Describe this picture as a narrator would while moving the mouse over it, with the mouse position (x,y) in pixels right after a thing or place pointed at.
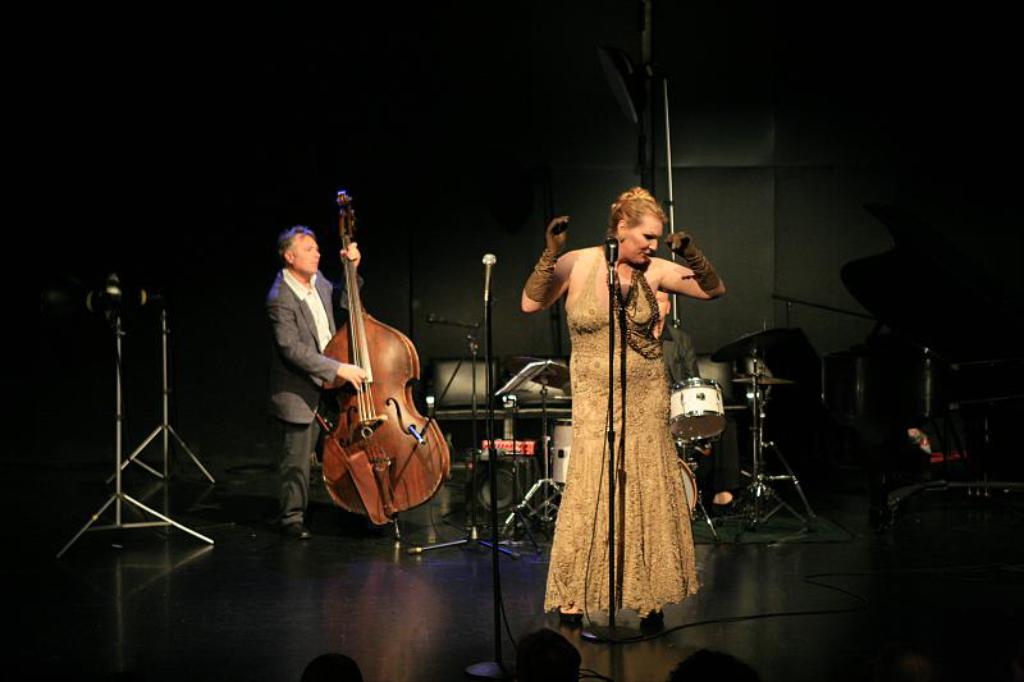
There is a woman (625,194). She is singing on the mike (612,294). Here we can see a man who is holding a double bass (429,483). These are some musical instruments (758,498). This is floor (199,578). On the background (441,159) there is a wall (467,129).
